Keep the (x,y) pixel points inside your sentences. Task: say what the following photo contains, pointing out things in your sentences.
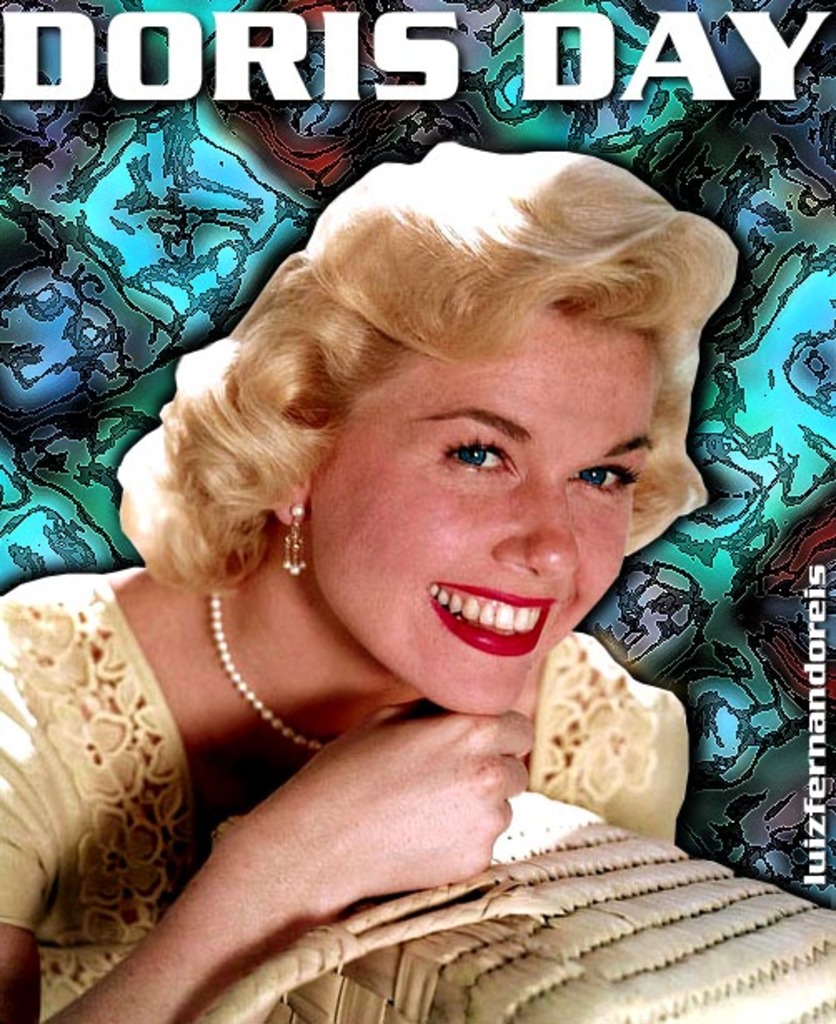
In this image, we can see a poster (84,926), on that poster (207,576) we can see a woman (355,386) and there is some text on the poster (391,292).
